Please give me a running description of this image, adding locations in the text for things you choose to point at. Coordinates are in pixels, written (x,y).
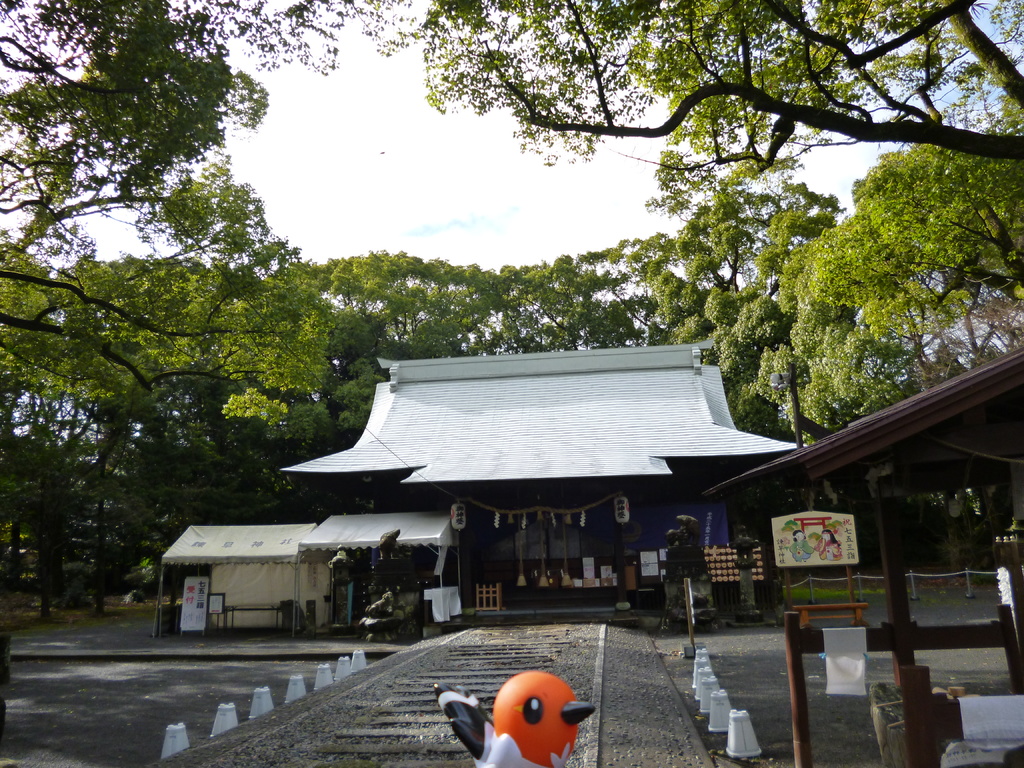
In this image, this looks like a house (657,500). This is a pathway (435,727). At the bottom of the image (560,679), I think this is a toy (526,703). These are the trees (191,360) with branches (386,323) and leaves (846,303). This looks like a board (812,542), which is attached to the poles (786,584). I can see a bench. I think these are the sculptures (677,539). I see an object (540,568), which is hanging. These are the kind of tents (240,557).
